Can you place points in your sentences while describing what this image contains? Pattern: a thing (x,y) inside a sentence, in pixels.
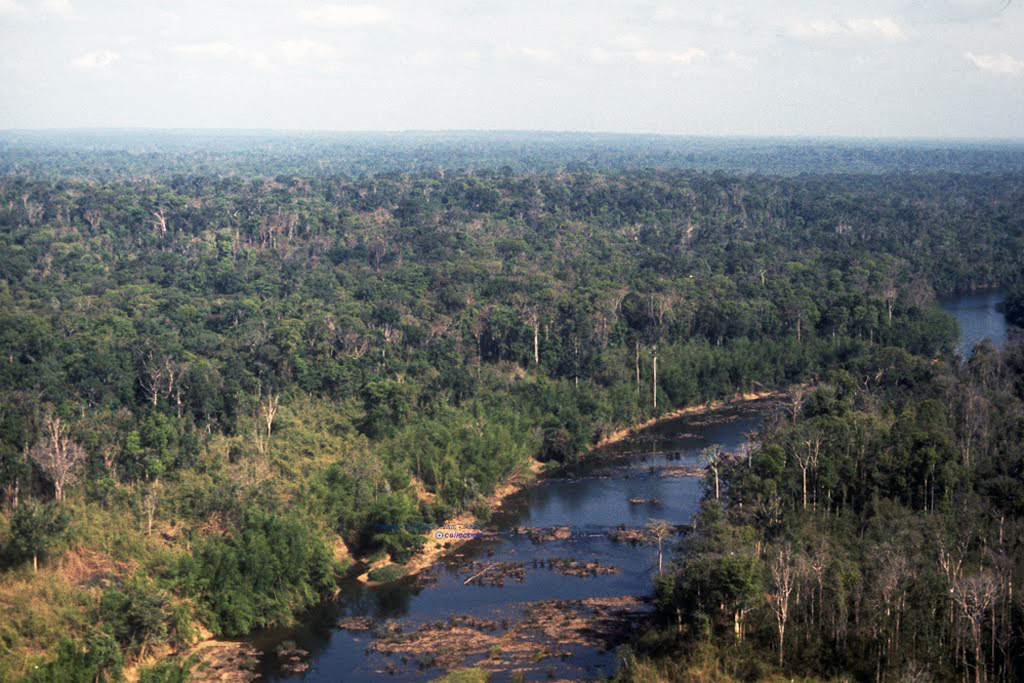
In the background (574,70) we can see sky (636,55) with clouds (648,61). This picture is full of greenery (633,397) with trees (988,488). Here we can see water (583,521).
